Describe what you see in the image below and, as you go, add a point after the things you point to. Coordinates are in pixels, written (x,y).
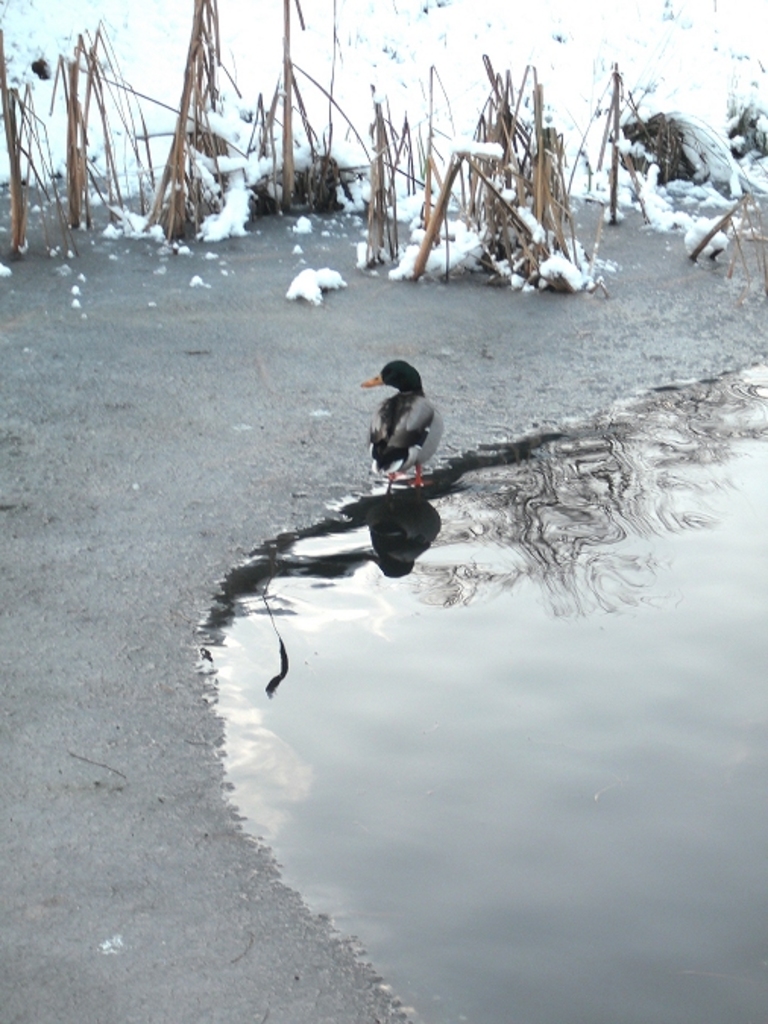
In this picture there is a duck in the center of the image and there is water (425,746) on the right side of the image (568,565), there is snow (457,209) at the top side of the image (436,159).
